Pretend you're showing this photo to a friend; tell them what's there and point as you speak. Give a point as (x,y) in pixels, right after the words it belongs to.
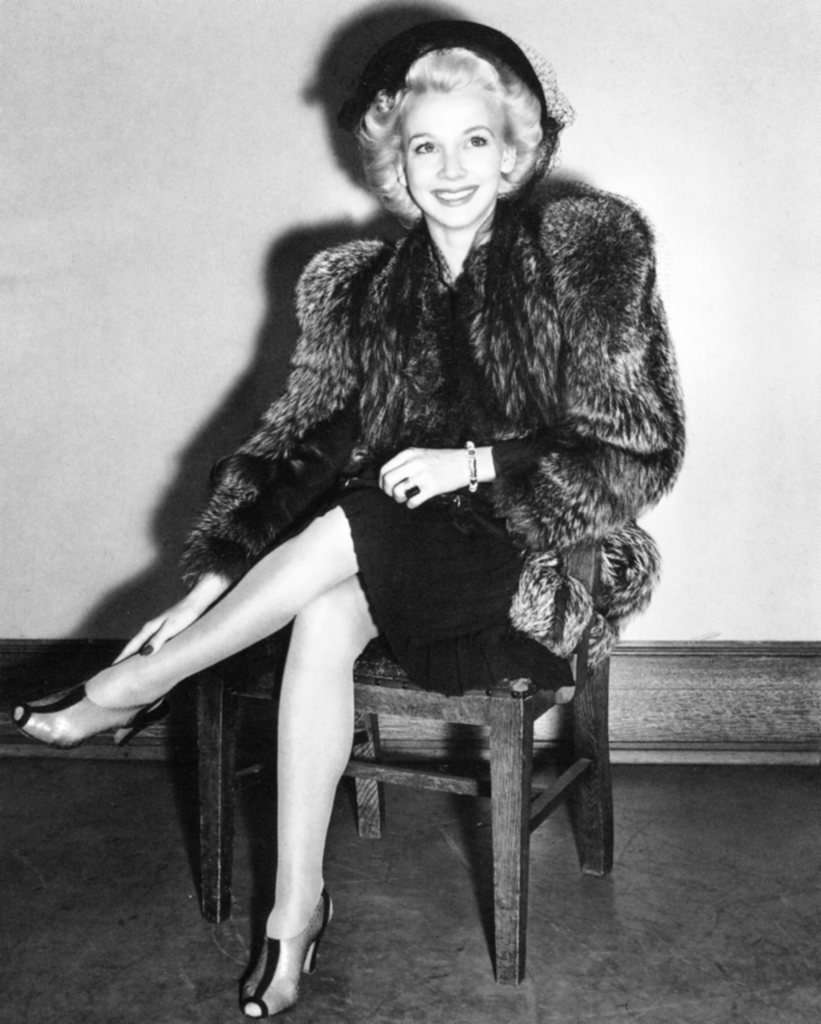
This image I can see a woman (521,524) is sitting on a chair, I can also see a smile on her face (459,185) and she is wearing a hat (523,62).
